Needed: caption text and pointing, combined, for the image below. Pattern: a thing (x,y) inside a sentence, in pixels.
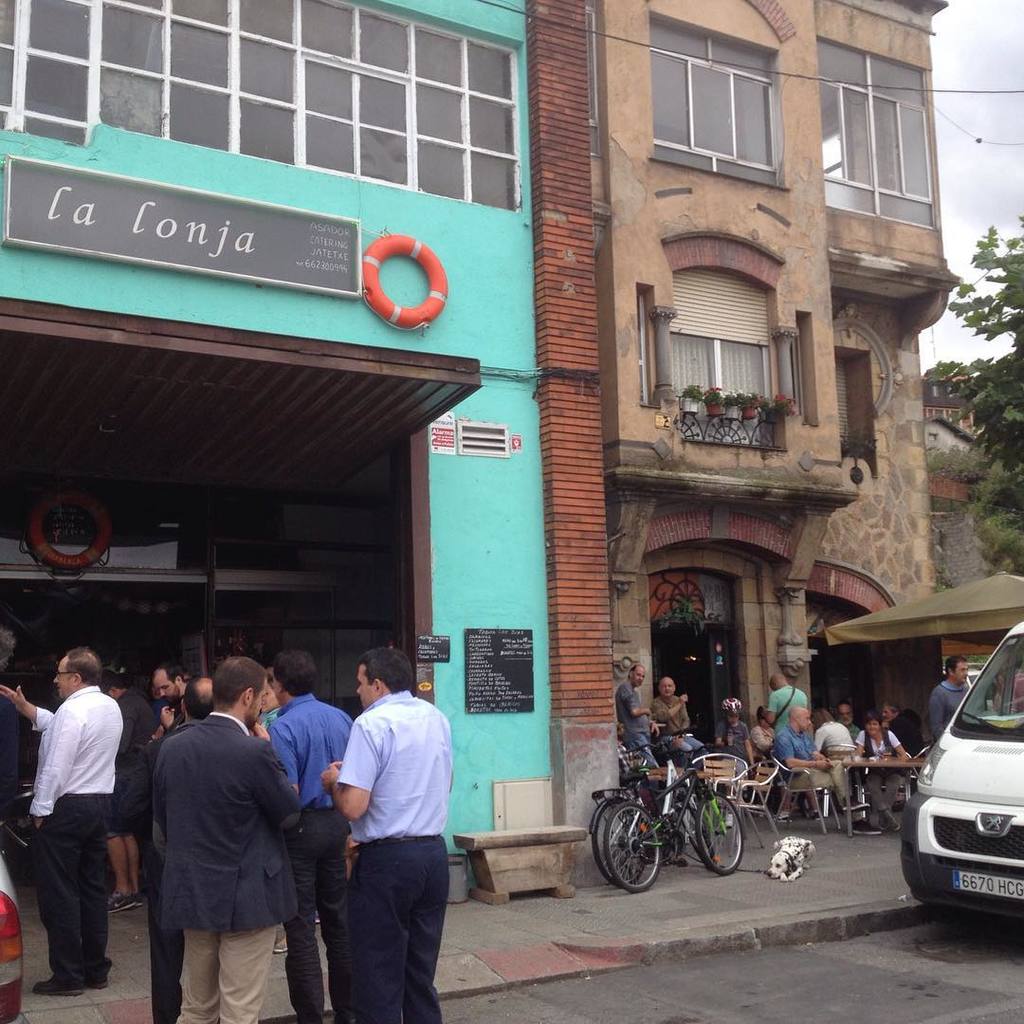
The picture is taken outside the city (843,524) on the streets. In the foreground of the picture (183,793) there are people (188,771), road (694,965), footpath (842,838) and a vehicle (936,843). In the middle of the picture (530,406) there are buildings (874,609), people (718,745), bicycle (684,817), chairs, table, canopy (983,576), tree (1001,445), cable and various objects (487,664). At the top (972,126) towards right (983,111) we can see sky (967,175).
